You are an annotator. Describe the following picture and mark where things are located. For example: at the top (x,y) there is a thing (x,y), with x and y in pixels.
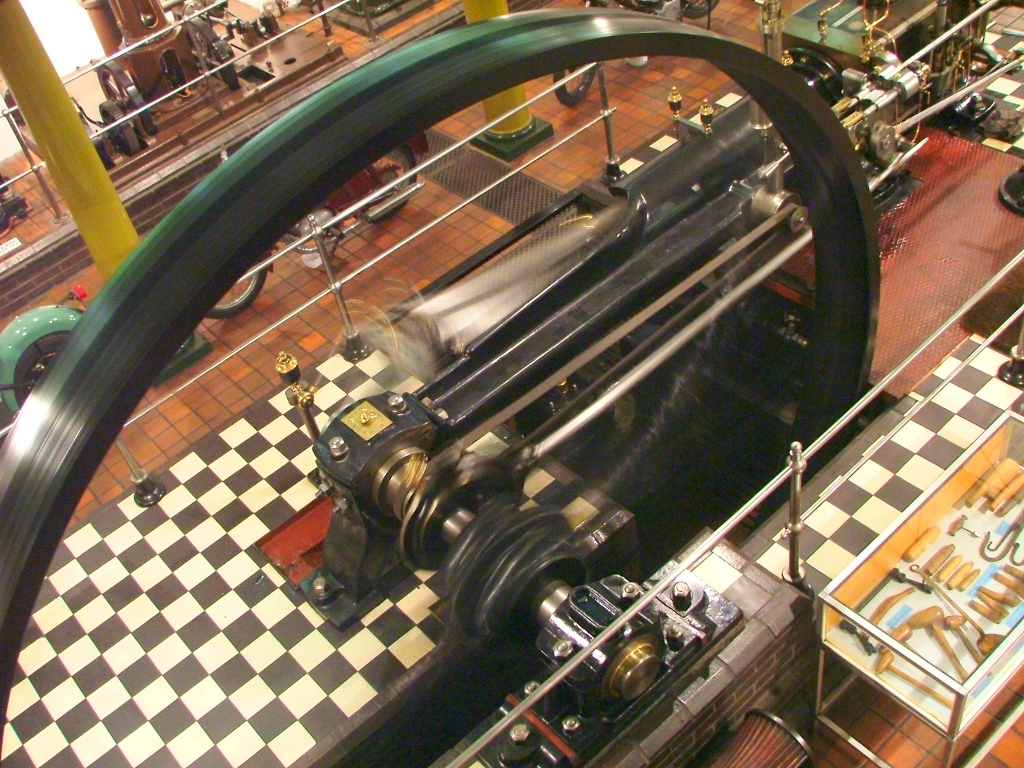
This picture shows a machine (734,300). We see a wheel (370,92) running and we see few motorcycles (420,141) on the floor (386,307) and we see wooden tools (916,547) in a glass box (940,676) and couple of pillars (30,62).
